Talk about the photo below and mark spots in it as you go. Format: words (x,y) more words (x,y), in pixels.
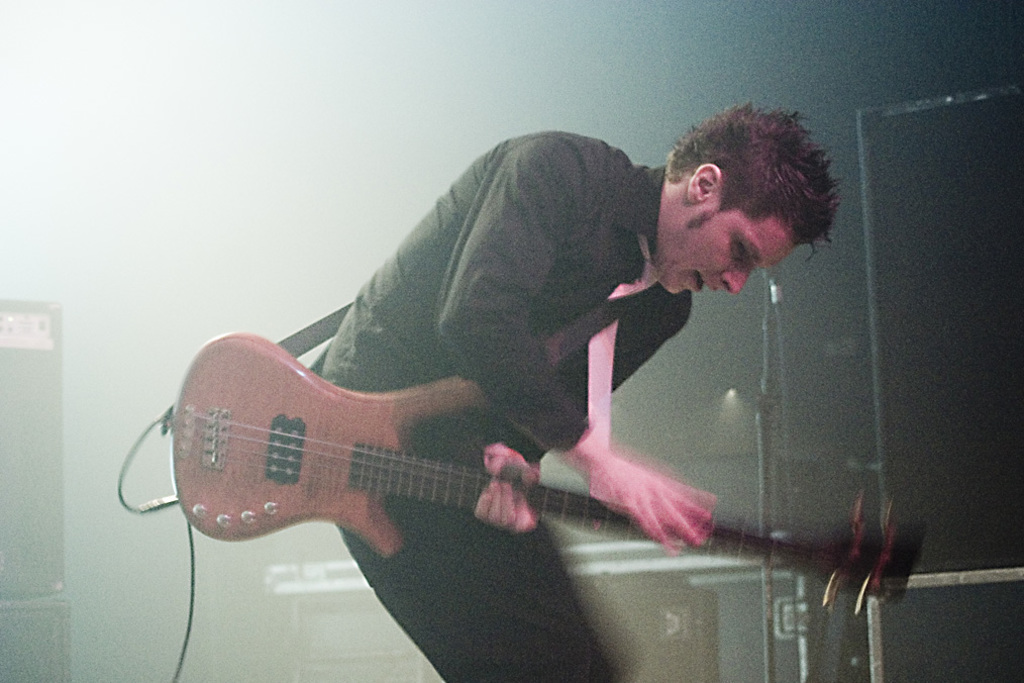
A man (656,181) is playing a guitar (306,403) on a stage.
